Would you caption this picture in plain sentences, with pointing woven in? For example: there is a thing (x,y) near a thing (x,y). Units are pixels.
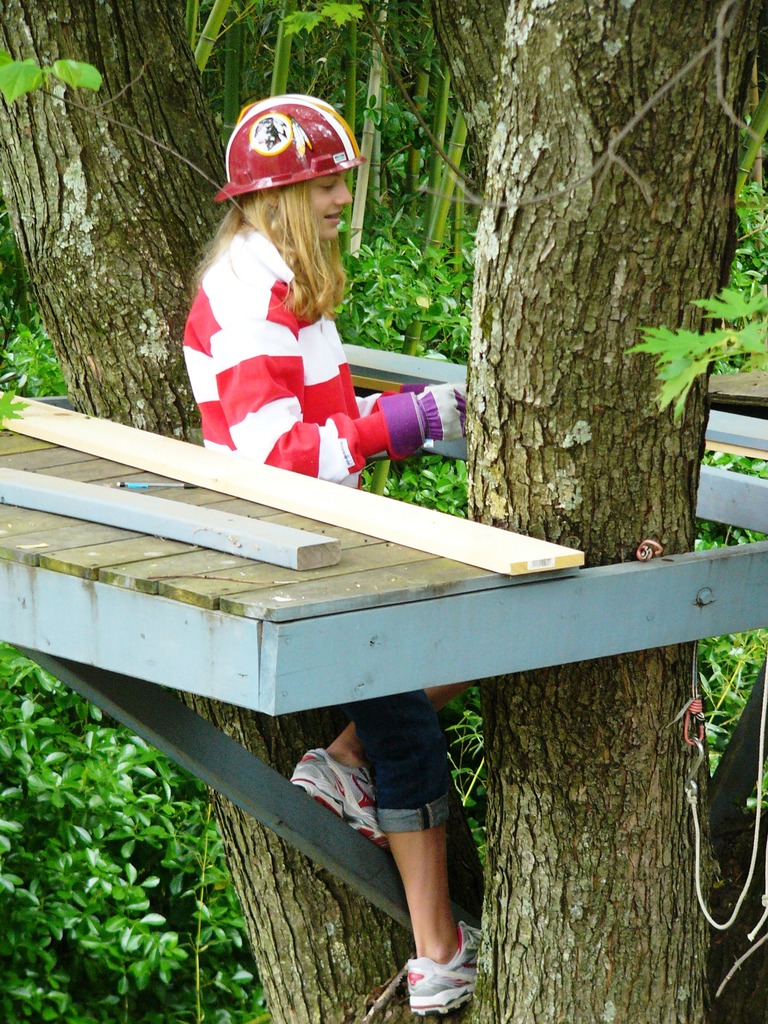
This image is taken outdoors. In this image there are many trees (686,825) and plants (445,102) with stems (485,180), branches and green leaves (406,299). In the middle of the image (357,420) there is a girl (294,283) standing on the tree (483,998) and there is a wooden frame (353,568) and there are a few wooden sticks (372,528).
